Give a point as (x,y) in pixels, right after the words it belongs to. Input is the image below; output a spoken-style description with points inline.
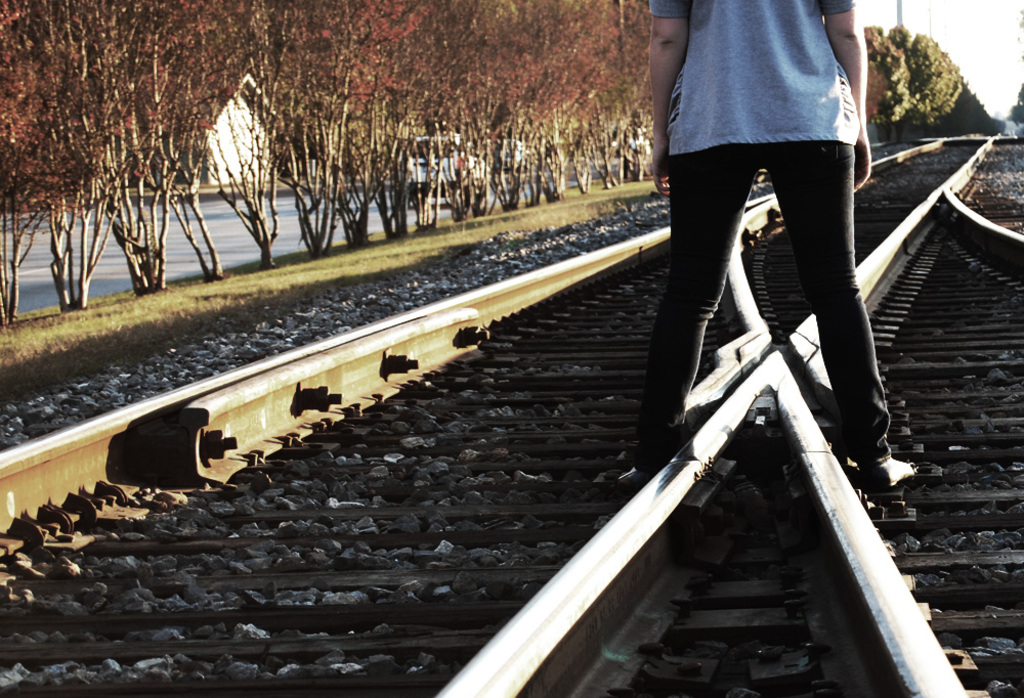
In the foreground of this image (780,285), there is a person (822,349) standing on the track (903,391). On the left (321,142), there are trees (448,108) and the road (227,237). At the top (960,17), there is the sky (950,21).
